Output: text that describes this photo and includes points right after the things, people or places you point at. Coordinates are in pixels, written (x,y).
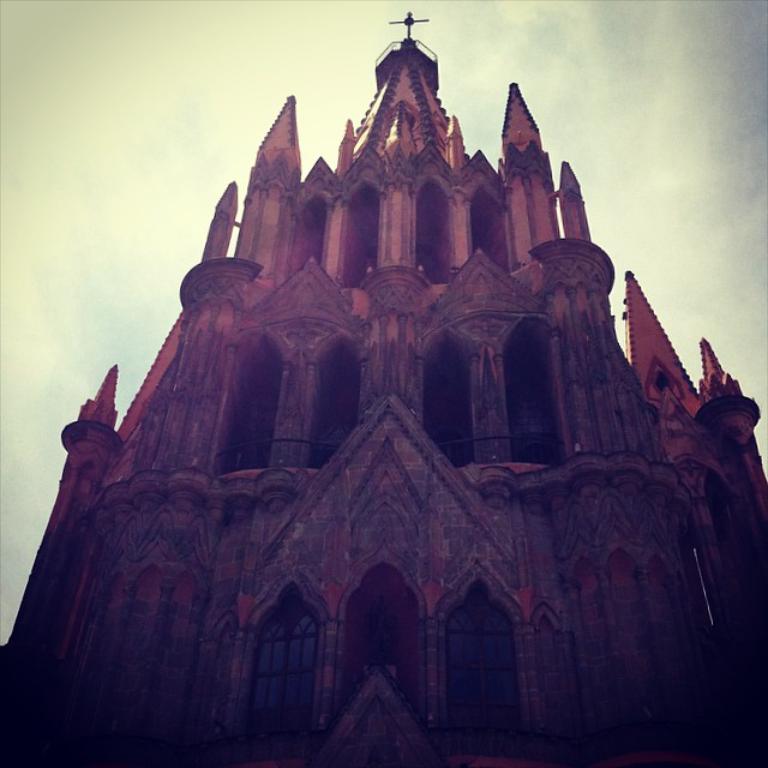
In the center of the image (484,492) there is a church (416,425). In the background (711,151) there is sky (557,138).
